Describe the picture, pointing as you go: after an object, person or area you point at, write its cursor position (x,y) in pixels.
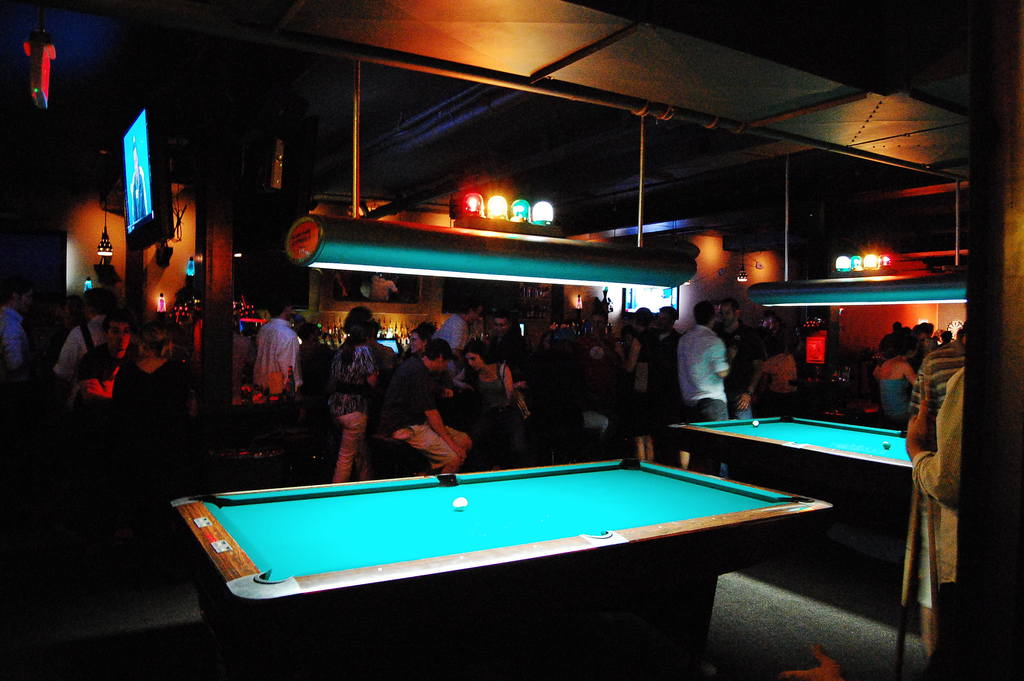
Few persons (166,343) are standing and few persons (423,381) are sitting on a chair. These are snooker tables (778,431) with balls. On top (137,162) there are focusing lights (483,215) and television (144,196). Far there are bottles (184,303).
